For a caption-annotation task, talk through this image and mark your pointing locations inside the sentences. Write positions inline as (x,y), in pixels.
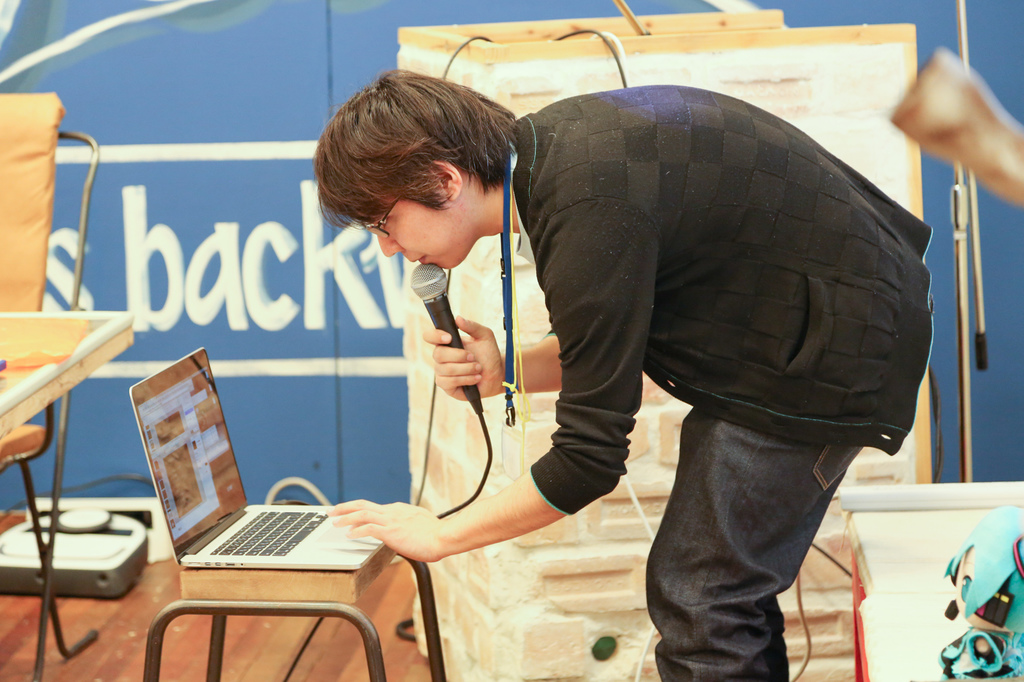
In this image in the center (587,281) there is one person (671,368) who is holding a mike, and in front of her there is one stool (274,613). On the stool (341,577) there is one laptop (189,491), in the background (69,229) there are some tables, chairs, board (373,436), wall (320,382), wires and some other objects (982,329).
